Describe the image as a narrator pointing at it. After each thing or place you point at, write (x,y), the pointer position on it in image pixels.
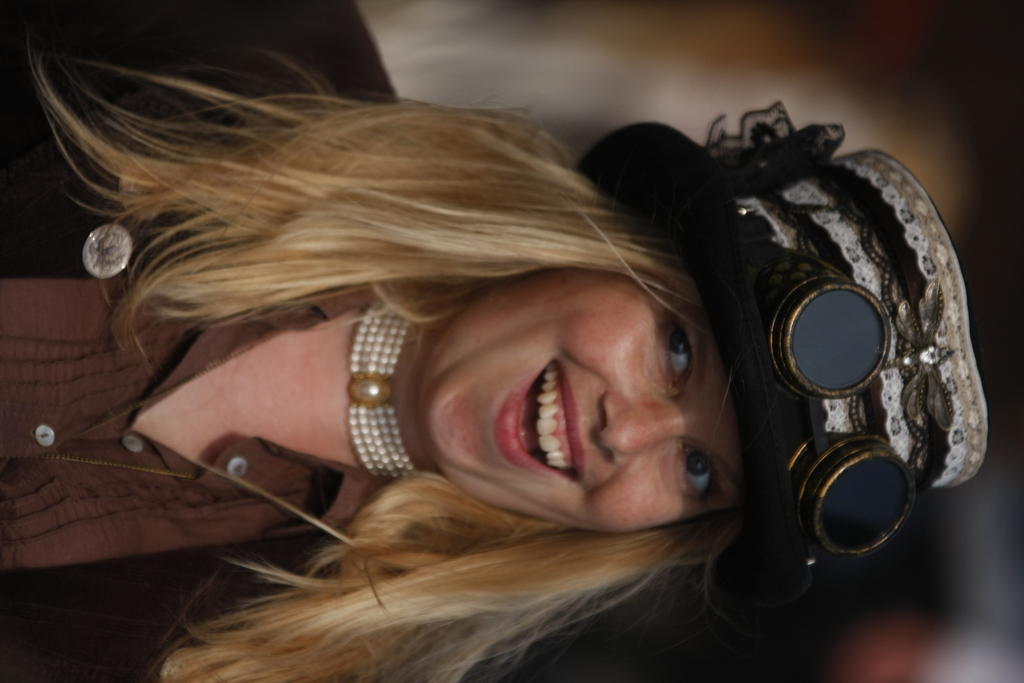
In this image we can see a lady (118,359) wearing a cap (902,261) and a brown color jacket (37,633).
